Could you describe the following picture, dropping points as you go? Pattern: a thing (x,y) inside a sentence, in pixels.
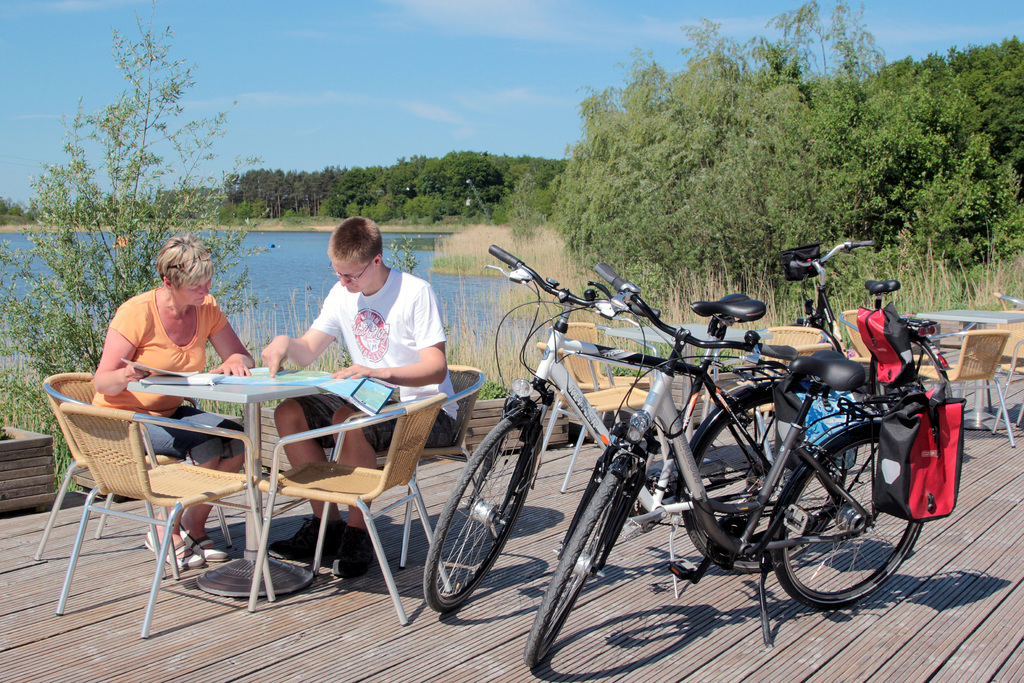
This picture is taken at a lakeside deck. In the center (673,404) there are two bicycles (666,406). At the right side (987,365) there is one bicycle (922,331) and empty chairs (974,355). Two persons (285,361) are sitting at the left side (268,366) on chair (463,423) discussing something. In the background (346,61) there is a sky (279,55), cloud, some trees (441,163), water (264,257), dry grass (460,244).
